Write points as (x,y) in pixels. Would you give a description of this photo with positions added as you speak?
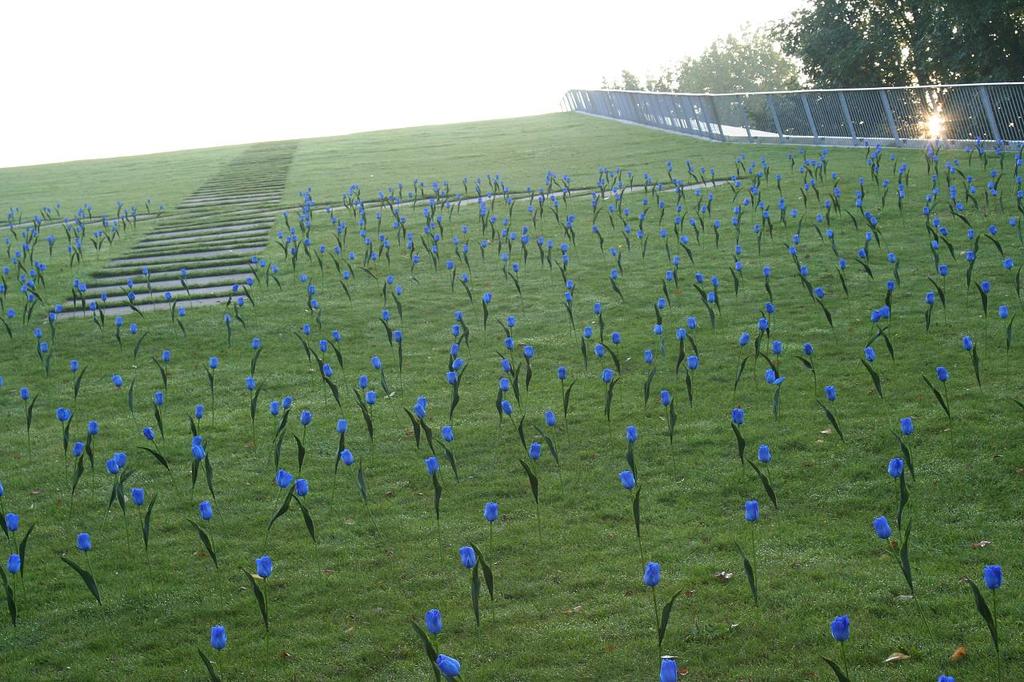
In this image we can see flowers (433,246) on the ground (737,358). On the right side of the image (873,120) there are trees (967,48) and fencing (636,119). In the background (362,78) there is a sky (192,70).
